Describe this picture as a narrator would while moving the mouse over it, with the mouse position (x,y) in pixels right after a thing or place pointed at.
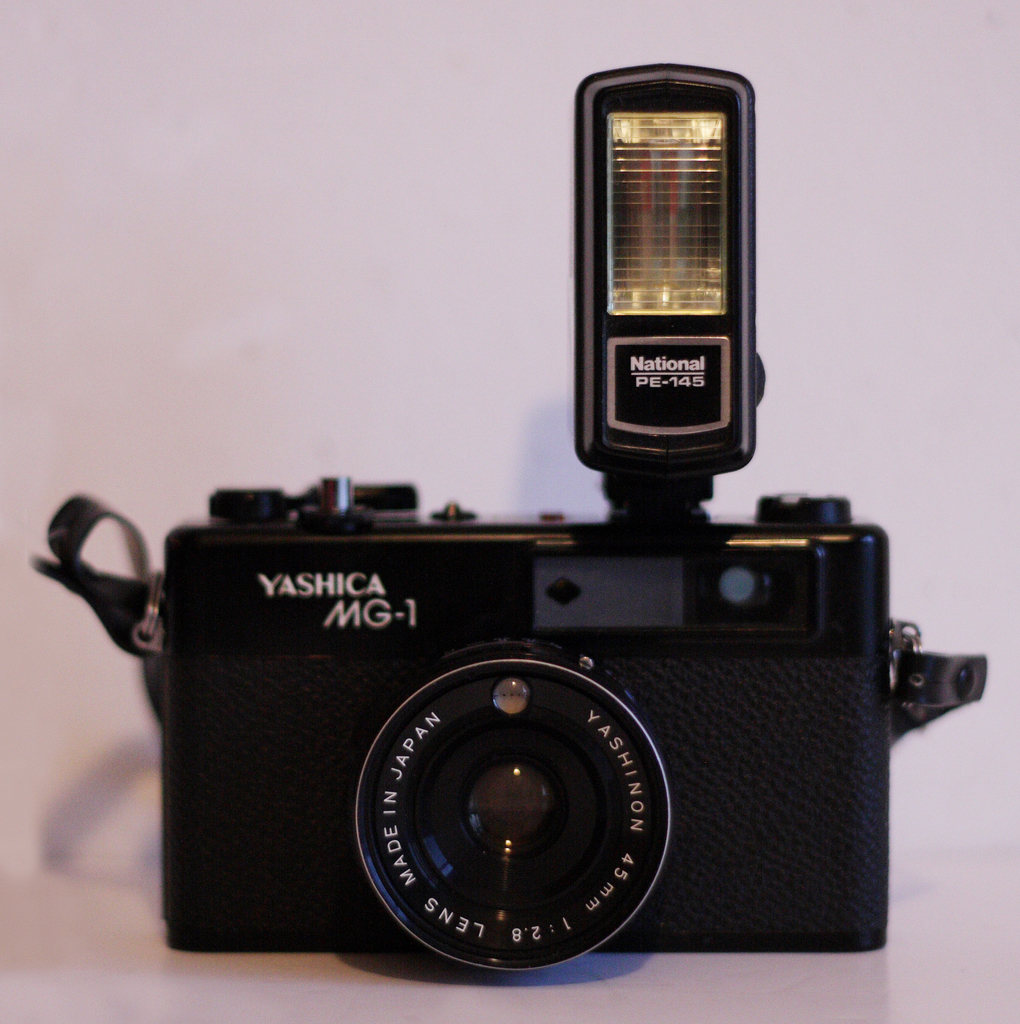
In the image I can see a camera (532,666) with something written on it. The camera (515,669) is black in color. The camera (630,802) is on a white color surface (214,967). The background of the image (331,330) is white in color.
